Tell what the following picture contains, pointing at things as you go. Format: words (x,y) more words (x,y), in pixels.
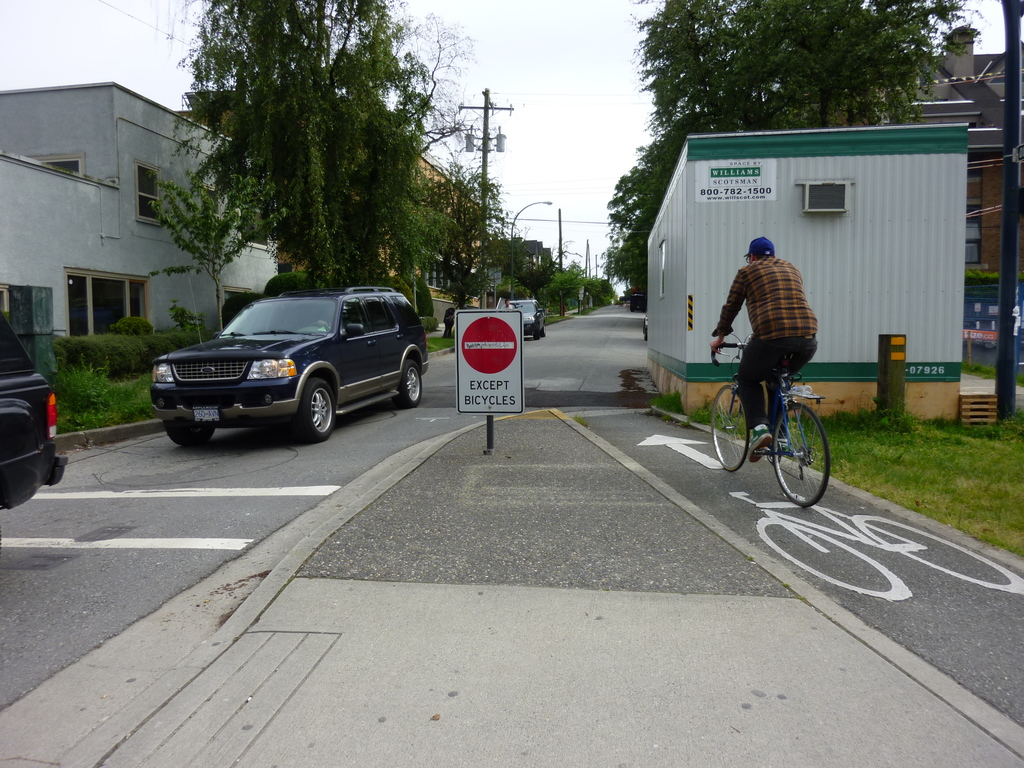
This is an outside view. At the bottom (346,565) I can see a road (48,558) and there are few cars (310,358) on the road (232,471). On the right side (784,402) a person (757,390) is riding the bicycle (746,446). In the middle of the road (550,357) there is a board (488,361). In the background (140,268), I can see few buildings (156,231) and trees (637,225). Beside the road (599,333) there are few poles (489,146). At the top of the image (538,40) I can see the sky (559,57). On the right side (928,478) I can see the grass (951,485) on the ground (953,469).
